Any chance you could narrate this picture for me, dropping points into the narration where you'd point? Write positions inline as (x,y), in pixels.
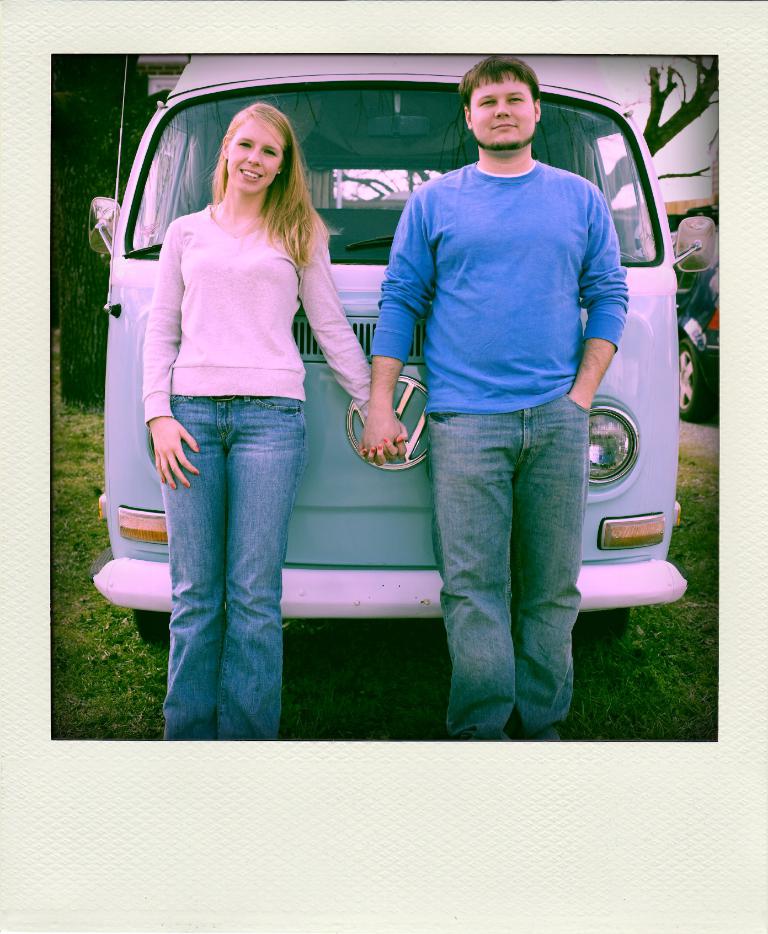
This is an edited image with the borders (72,18). On the right (544,183) there is a man (540,295) wearing blue color t-shirt (522,290) and we can see a woman (260,283) wearing pink color t-shirt (229,331) and both of them are standing on the ground (654,622). In the background (432,606) we can see the vehicles (616,212) and we can see the sky (637,72), trees (685,116) and the grass (435,682).
